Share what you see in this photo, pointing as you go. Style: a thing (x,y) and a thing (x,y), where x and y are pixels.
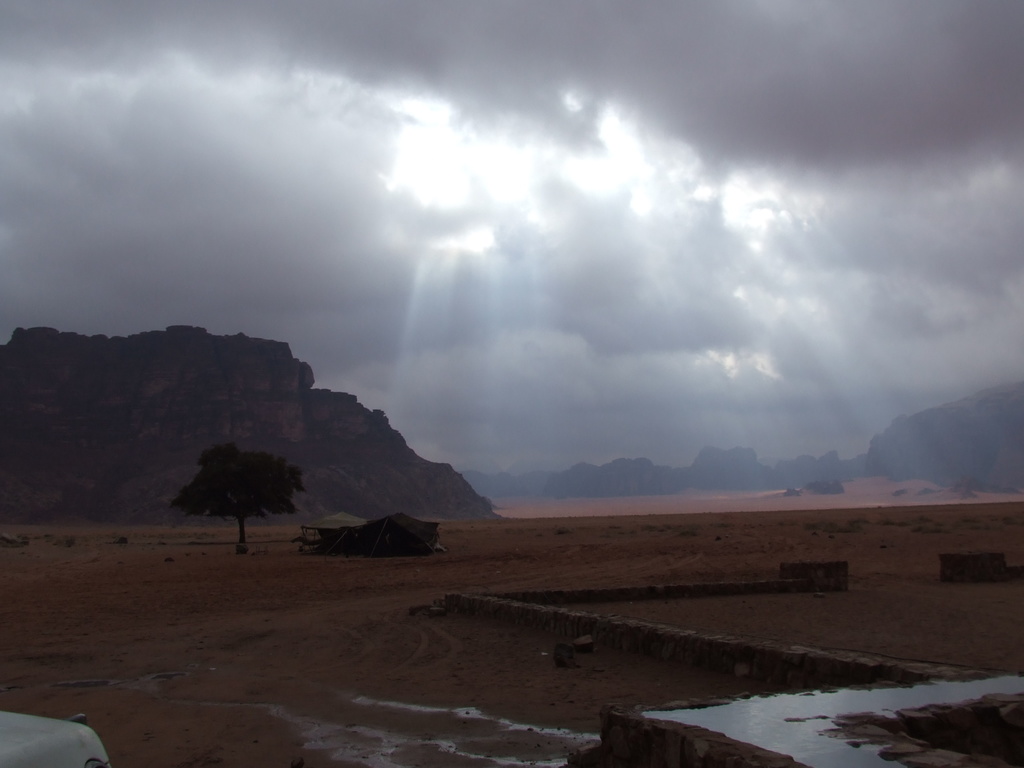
In this picture we can see ground (464,682), water (458,709), shed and tree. In the background of the image (495,316) we can see cliffs (982,420) and sky (928,192) with clouds (928,192).
